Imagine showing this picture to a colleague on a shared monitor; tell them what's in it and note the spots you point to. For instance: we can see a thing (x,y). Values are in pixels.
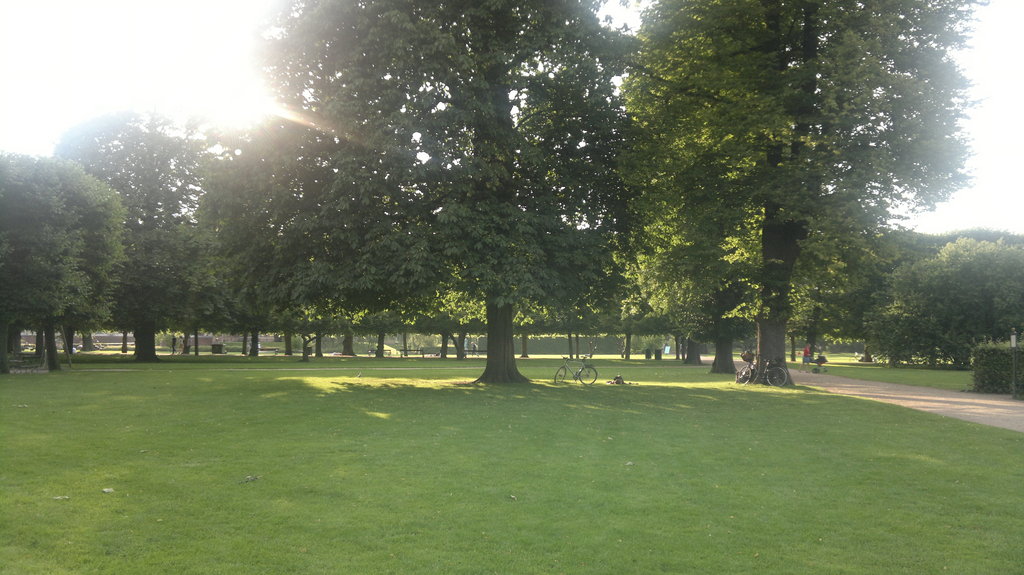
In the foreground of this image (379,443), there is a grassland (559,500). In the background (542,159), there are trees (451,208), few bicycles (752,372) on the grass (652,376), a man (804,369) walking on the path (898,388), sun (230,58) and the sky (984,93).
